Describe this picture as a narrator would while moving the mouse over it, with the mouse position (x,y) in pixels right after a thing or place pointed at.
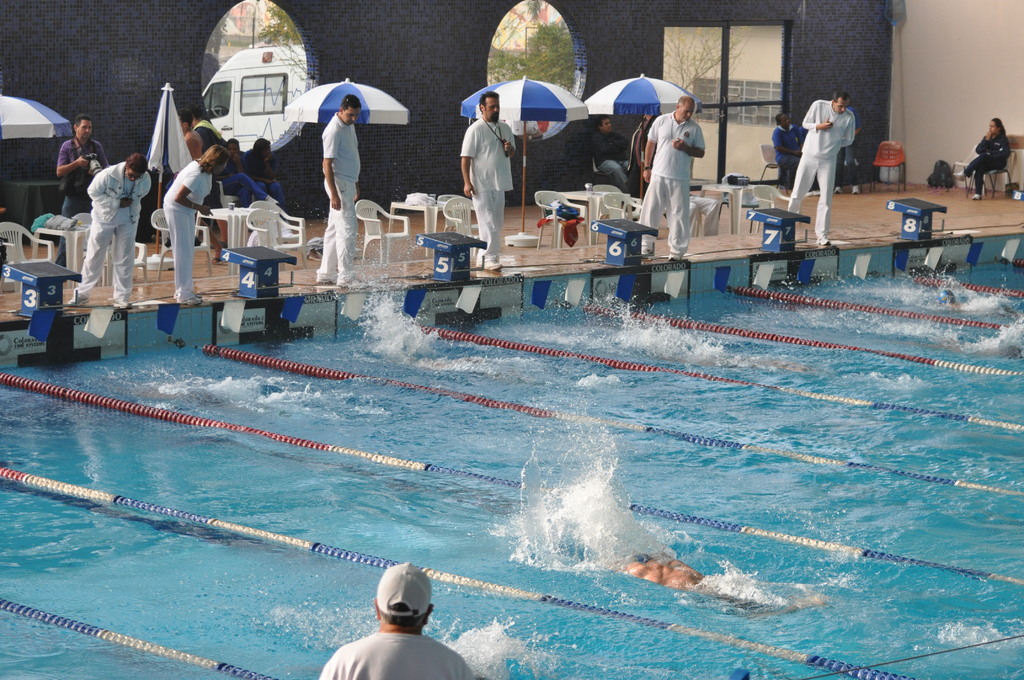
This image consists of a swimming pool (845,446). In which there are few persons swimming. In the front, there are few persons (818,169) standing and wearing white dresses (100,200). In the background (278,141), we can see the umbrellas (9,106) and a wall (608,55) along with windows (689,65) and a door (758,81). Through the window (267,82), we can see a vehicle (263,102) in white color. And there are many chairs (14,255) on the floor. At the bottom (321,596), there is water (647,603).
